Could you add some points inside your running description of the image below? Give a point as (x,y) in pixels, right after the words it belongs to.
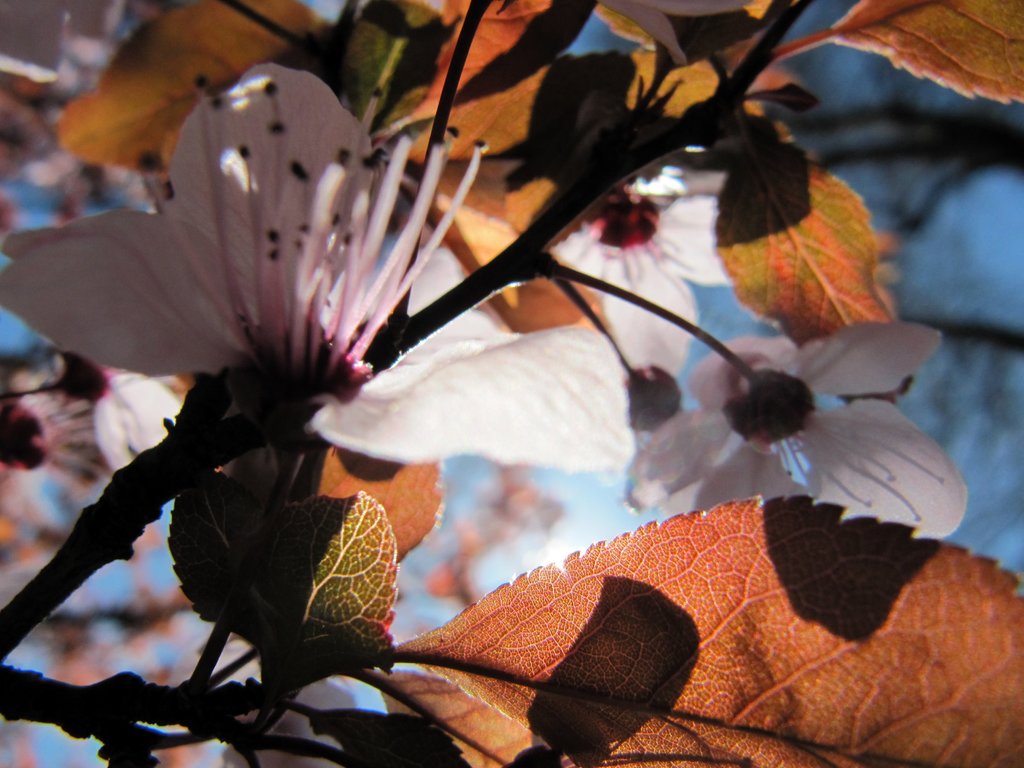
In this image I can see white colour flowers (424,375) and brown colour leaves (854,712).
